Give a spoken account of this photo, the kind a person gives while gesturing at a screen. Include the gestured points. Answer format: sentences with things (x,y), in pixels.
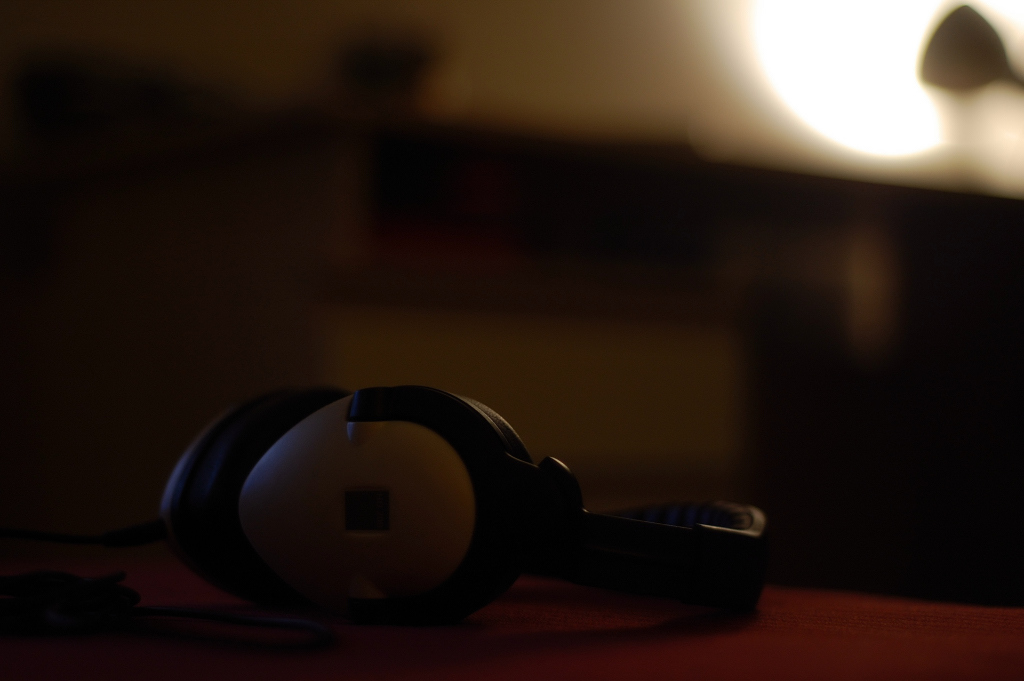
There is a headphones (332,486) on a surface (753,614). In the background (546,175) it is blurred.
